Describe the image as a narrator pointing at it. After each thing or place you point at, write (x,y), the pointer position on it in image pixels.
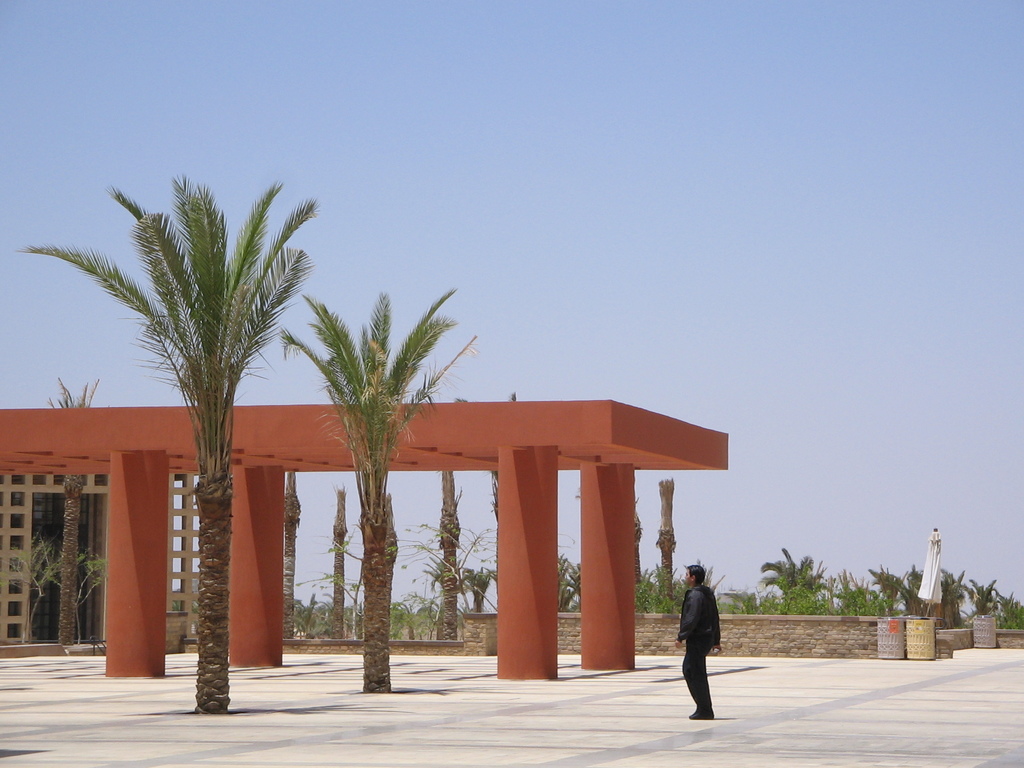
In this image I can see a person (690,594) standing. There are trees (201,555) and pillars (240,548) in the center (502,507). There is a building (24,555) on the left (37,575). There is a wall (471,630), plants (485,599) and other objects (933,644) at the back (796,599). There is sky (753,178) at the top (622,157).
